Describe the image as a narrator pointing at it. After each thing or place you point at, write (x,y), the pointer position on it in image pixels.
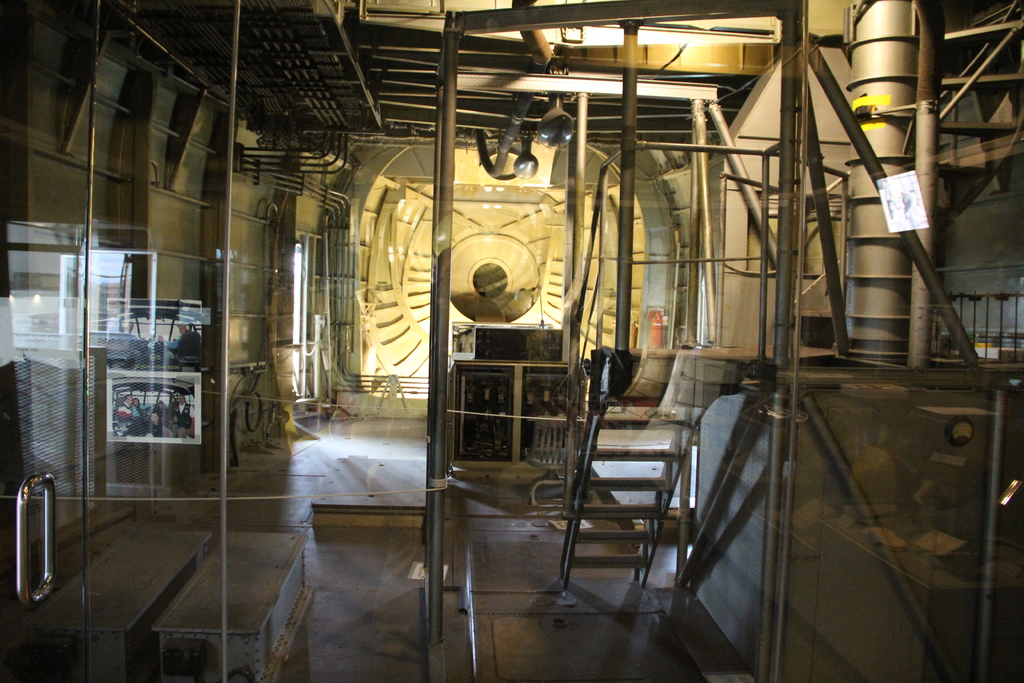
This image looks like an interior of a room (931,335), which has a glass door (15,679), a staircase (585,437), photos (135,354), poles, rods (502,11) and a few other objects (115,665).
